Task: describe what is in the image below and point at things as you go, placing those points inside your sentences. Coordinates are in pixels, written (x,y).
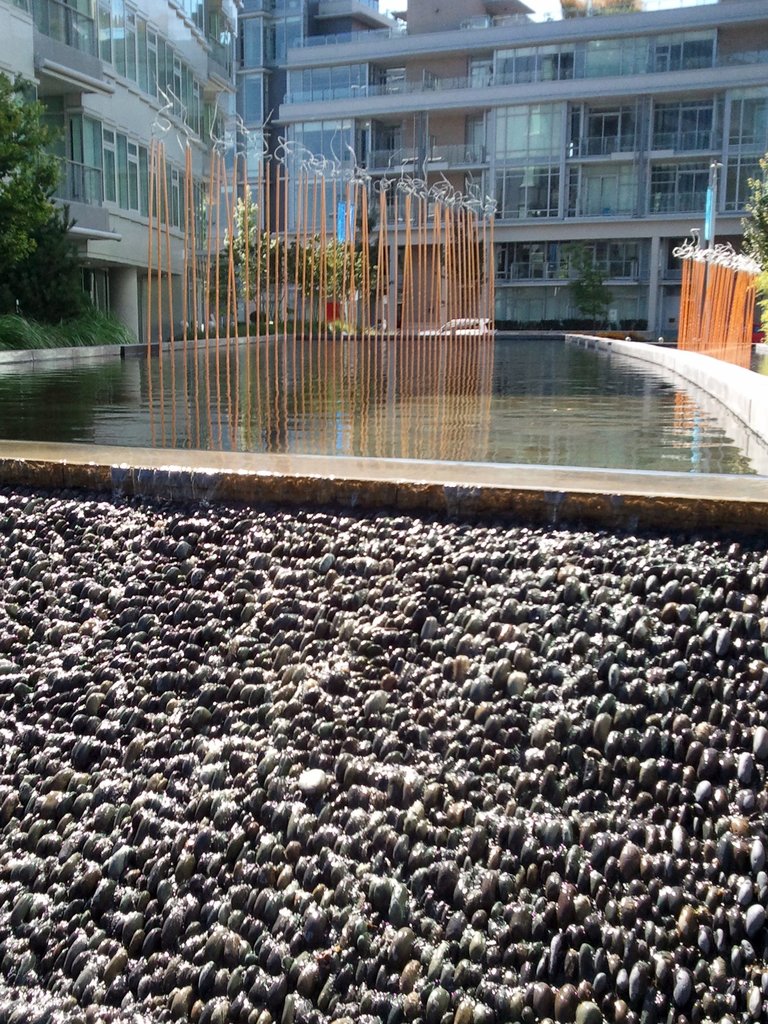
In this image at the bottom (402,868) there are some stones (289,655), and in the center (365,456) there is some water (367,425). And in the background (341,225) there are some objects (341,225), buildings (511,236), plants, glass windows (343,147) and some other objects (279,164).
